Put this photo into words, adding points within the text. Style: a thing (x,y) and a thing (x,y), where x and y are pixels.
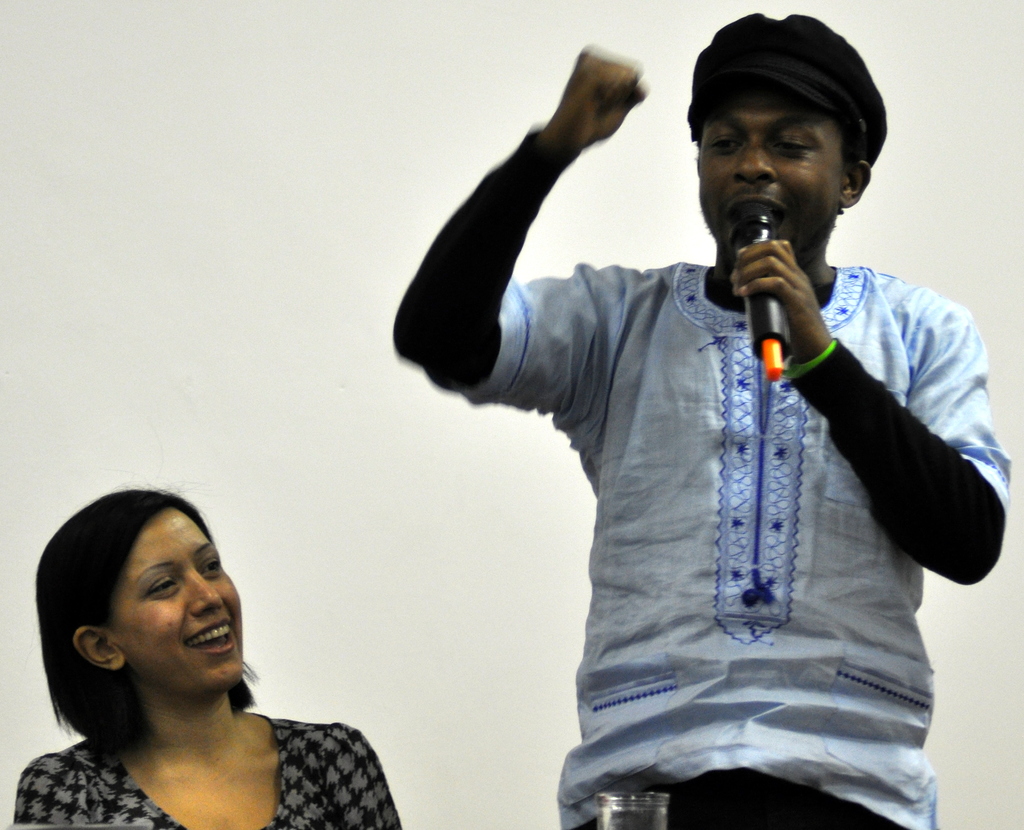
In this picture there are two persons (860,374). This person (626,502) standing and holding microphone (751,300). This is glass (656,795). On the background (275,219) we can see wall (225,228).
